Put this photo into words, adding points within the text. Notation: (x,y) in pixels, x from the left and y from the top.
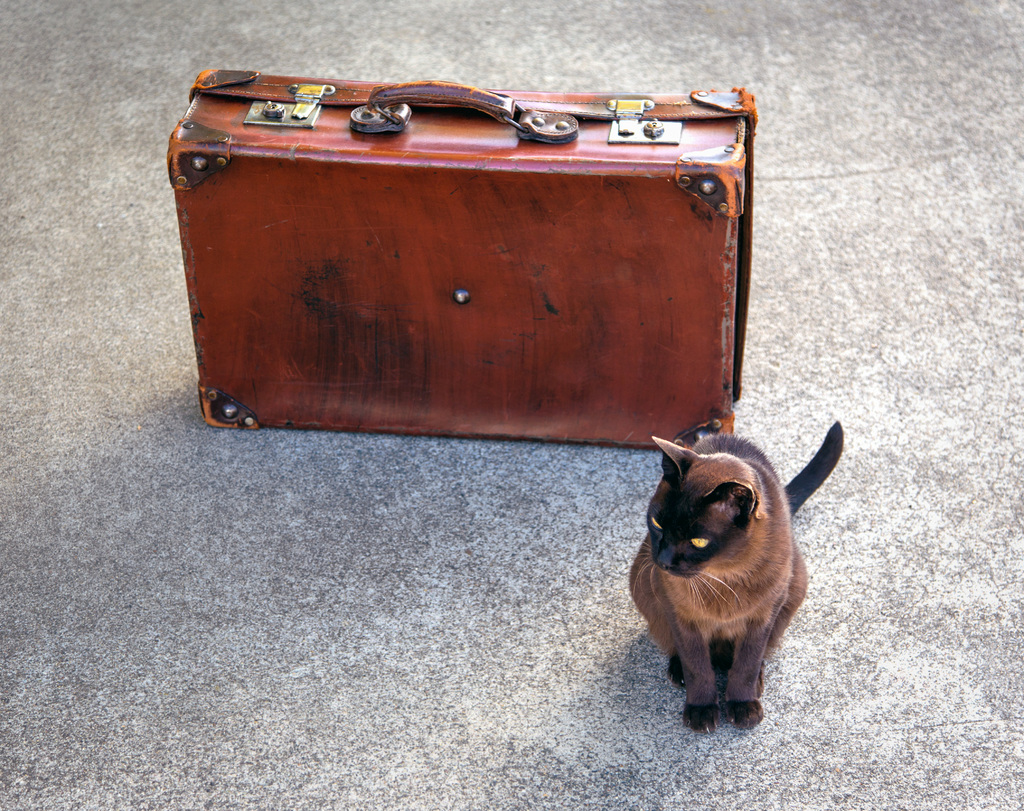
In this image I can see a cat (705,721) sitting on the floor (585,709). This is the suitcase (319,184) with a handle (377,91). This suitcase (375,193) is brown in color. This is a lock (310,127) attached to the suitcase (639,137).
